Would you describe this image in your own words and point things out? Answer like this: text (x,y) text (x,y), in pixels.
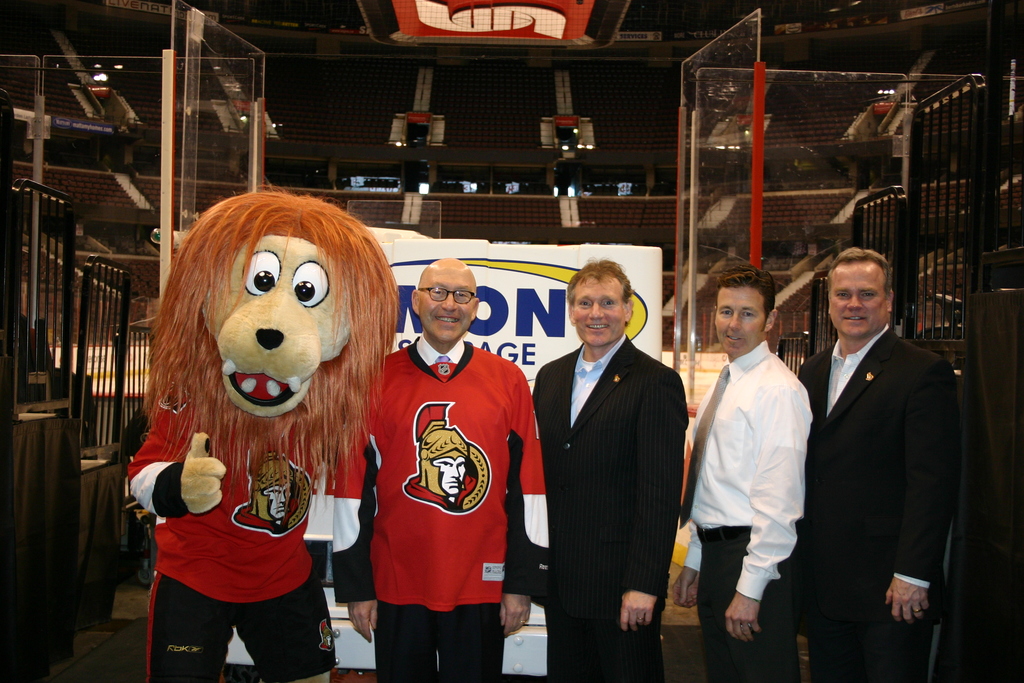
In this picture, we see four men (676,445) are standing and all of them are smiling. Behind them, we see a white board (504,285) with some text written on it. Beside them, we see a man (168,674) in red T-shirt (236,577) is wearing an animal costume (205,472). Beside him, we see a staircase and an iron railing (130,285). Behind them, we see a glass door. In the background (370,187), we see a building (518,165) in brown color.
